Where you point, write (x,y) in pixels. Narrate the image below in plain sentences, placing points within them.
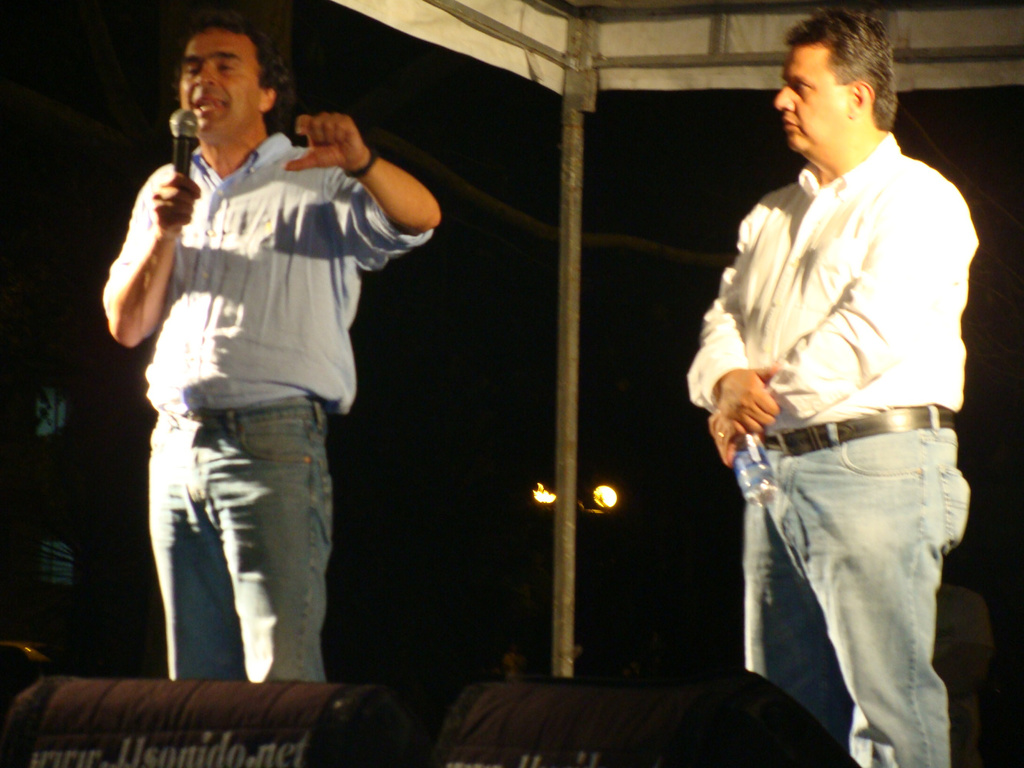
In this image I can see two people (888,342). Among them one person (205,249) is holding the mic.
